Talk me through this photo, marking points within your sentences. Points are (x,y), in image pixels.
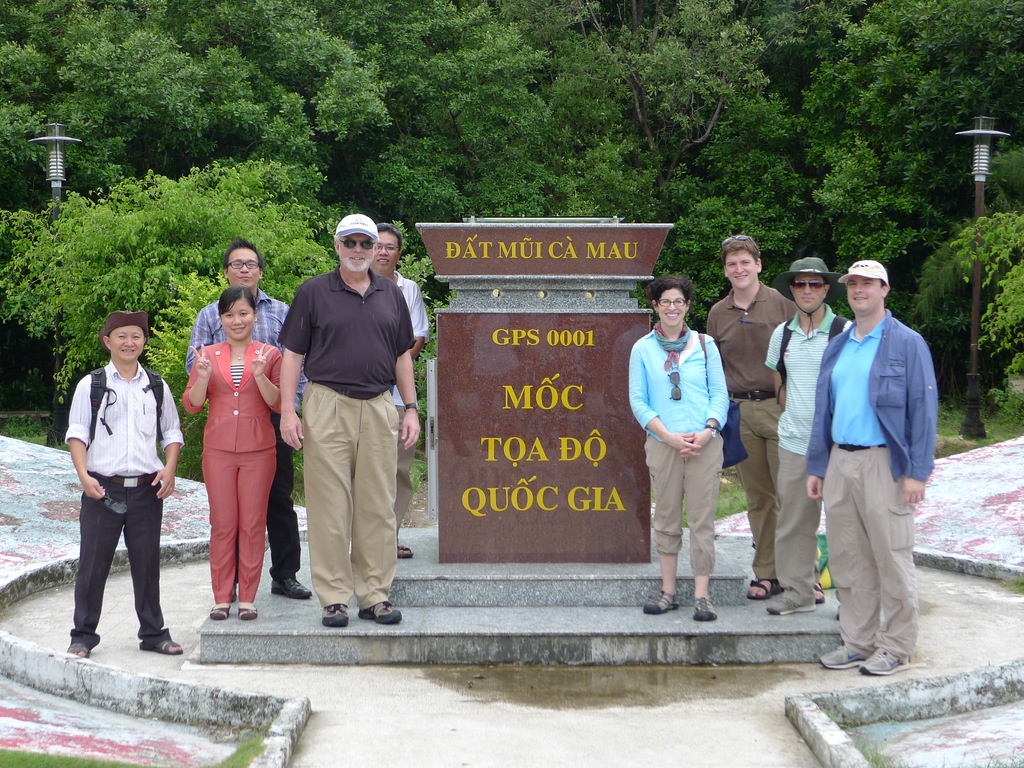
In the center of the image (574,394) we can see a milestone (467,497) and there are people (666,500) standing. In the background (38,245) there are trees (292,161) and we can see poles (48,151).
